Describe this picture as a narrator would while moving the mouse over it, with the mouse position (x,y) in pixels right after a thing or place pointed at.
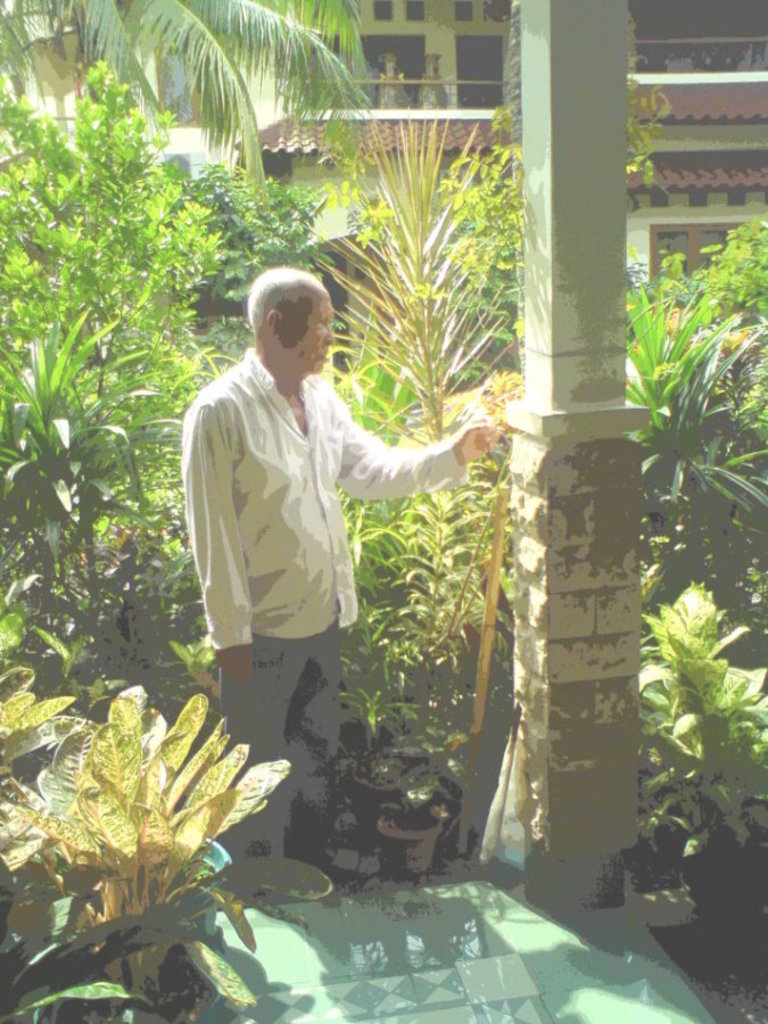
In this image there is a person (283,492) standing near a pillar (557,476), in the background (701,267) there are plants (477,289) and a house (450,99).
